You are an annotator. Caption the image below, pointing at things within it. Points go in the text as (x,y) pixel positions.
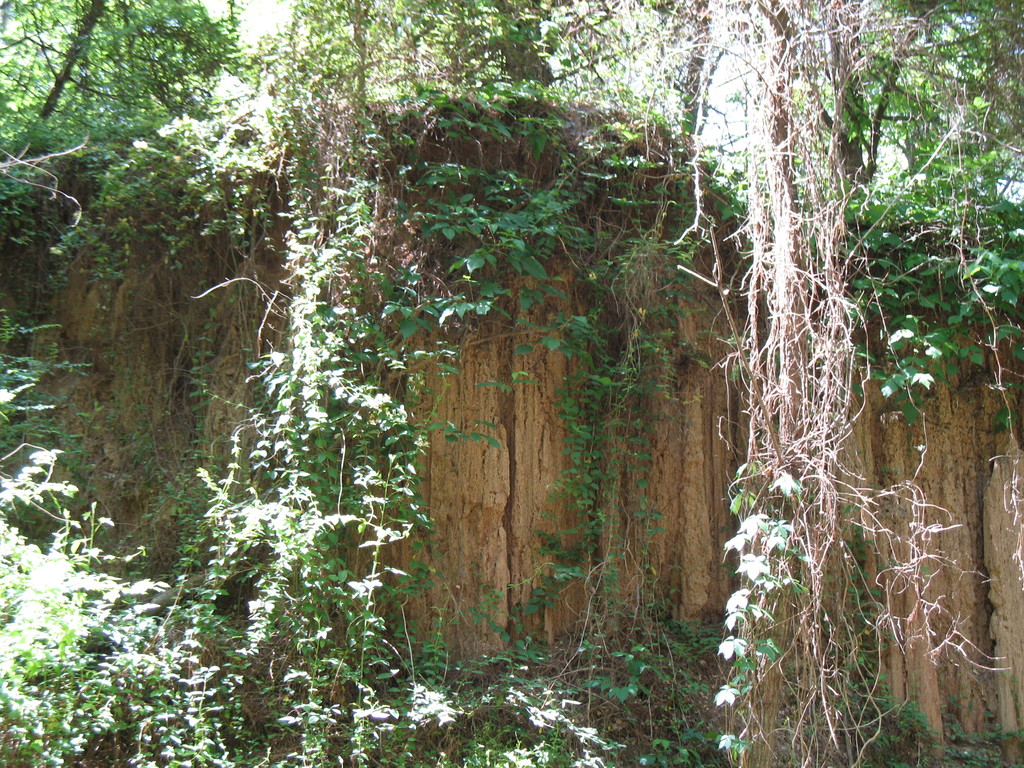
In this image I can see plants (178,694) and few trees (119,13).
